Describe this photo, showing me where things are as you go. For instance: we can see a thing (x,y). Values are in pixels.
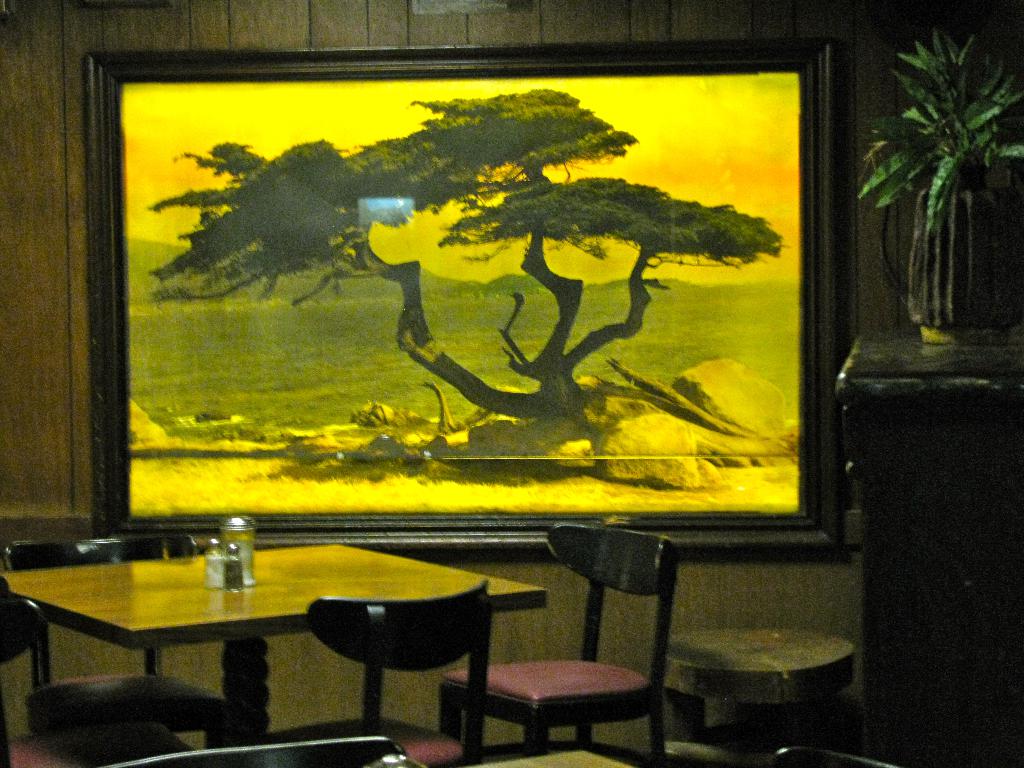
In this image i can see a table (321,571), a board (402,444) with few chairs (561,664).
